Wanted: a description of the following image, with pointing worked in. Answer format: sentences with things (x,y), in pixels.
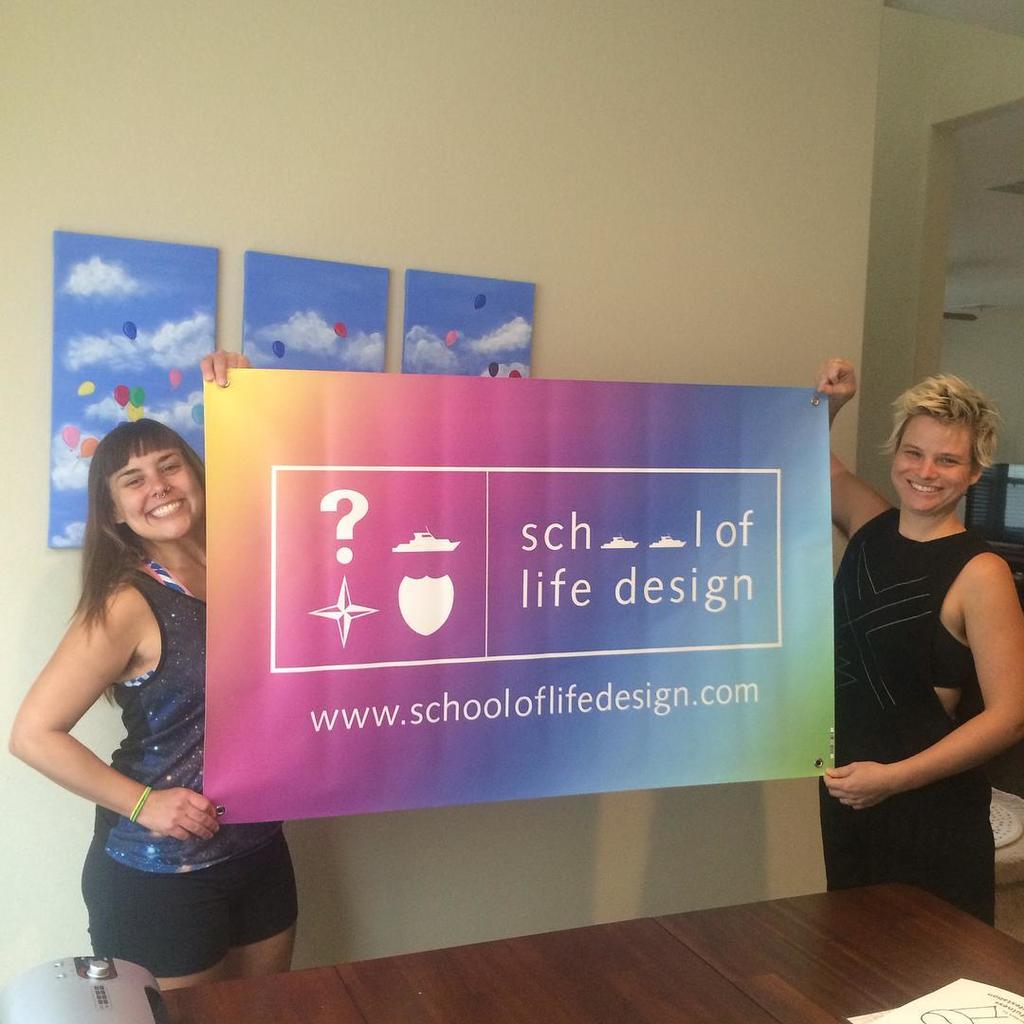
In this image I can see two people (839,676) are holding colorful board (651,680). In front (634,970) I can see few objects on the table (657,956) and few frames (84,244) are attached to the wall (532,142).
